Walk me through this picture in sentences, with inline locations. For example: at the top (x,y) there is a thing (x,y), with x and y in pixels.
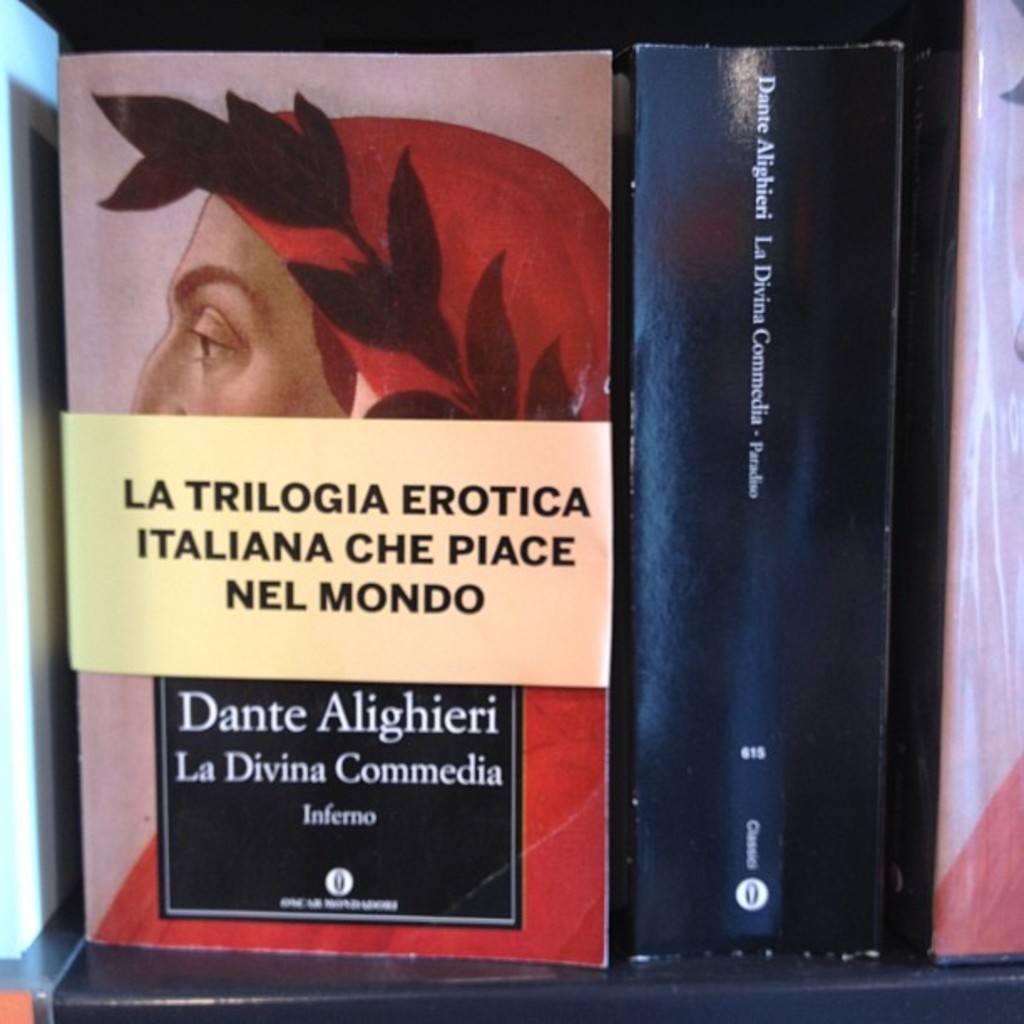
The picture consists of books (643,622).
